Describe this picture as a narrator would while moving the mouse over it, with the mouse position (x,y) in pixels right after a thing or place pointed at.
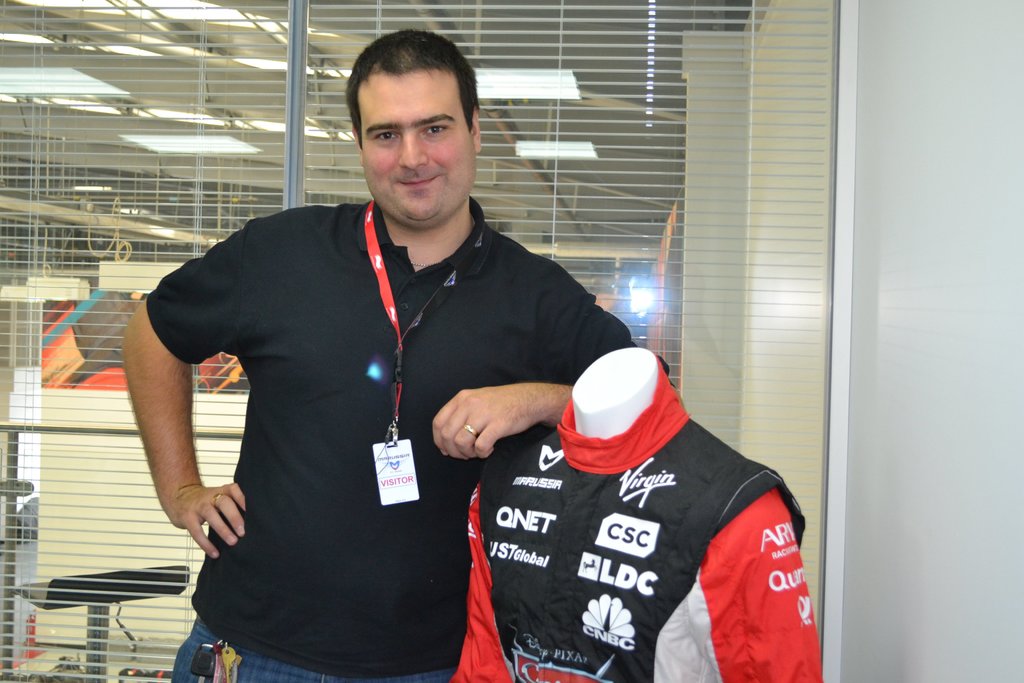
This image is taken indoors. On the right side of the image (891,456) there is a wall (936,311). At the top of the image (557,95) there is a ceiling (99,29) with a few lights (274,68). In the background (702,166) there is a window blind (109,313) and a cabin (267,76). There are a few things (86,328). In the middle of the image (390,309) a man (341,347) is standing and he is with a smiling face (394,212) and there is a mannequin (658,558) with a racing suit (600,525) on it and there is a text (621,542) on racing suit (616,552).
